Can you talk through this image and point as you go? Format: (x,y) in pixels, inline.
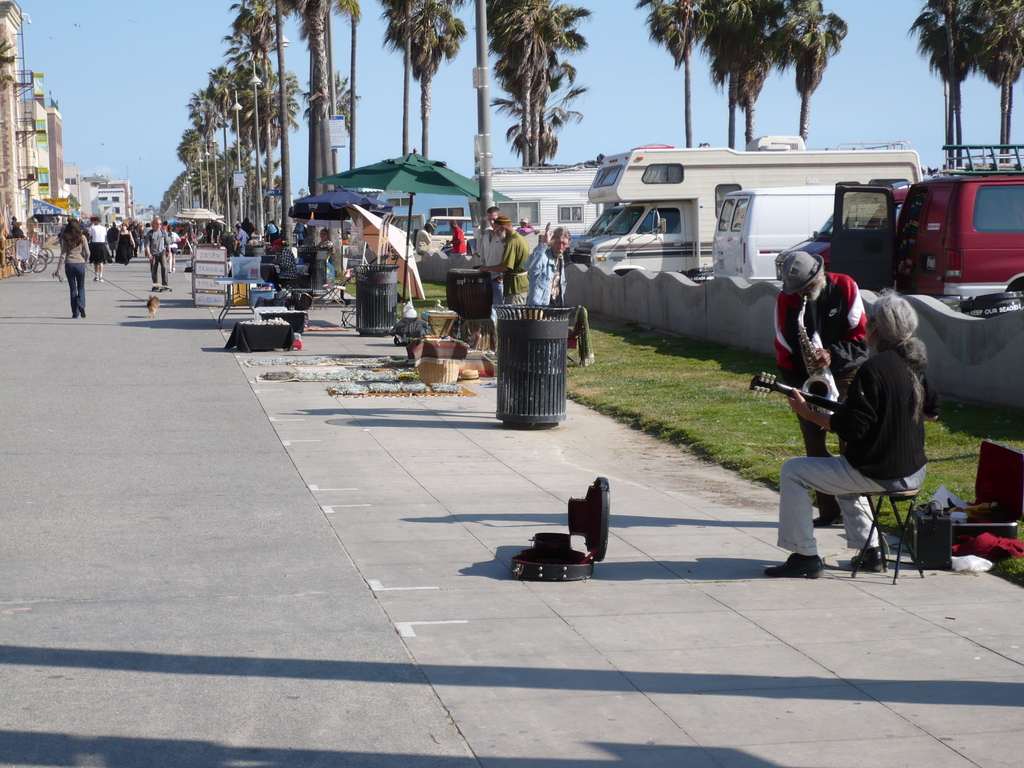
In the foreground of the picture (518,244) there are vehicles (560,192), people (844,424), wall (726,338), grass (638,413), dustbin (552,345), stool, umbrella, baskets (449,377), road (289,387) and various objects (309,294). In the middle of the picture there are trees (192,198), buildings (2,132), people (112,250) walking down the road (142,284) and other objects (150,299). At the top (111,93) it is sky (438,100).
